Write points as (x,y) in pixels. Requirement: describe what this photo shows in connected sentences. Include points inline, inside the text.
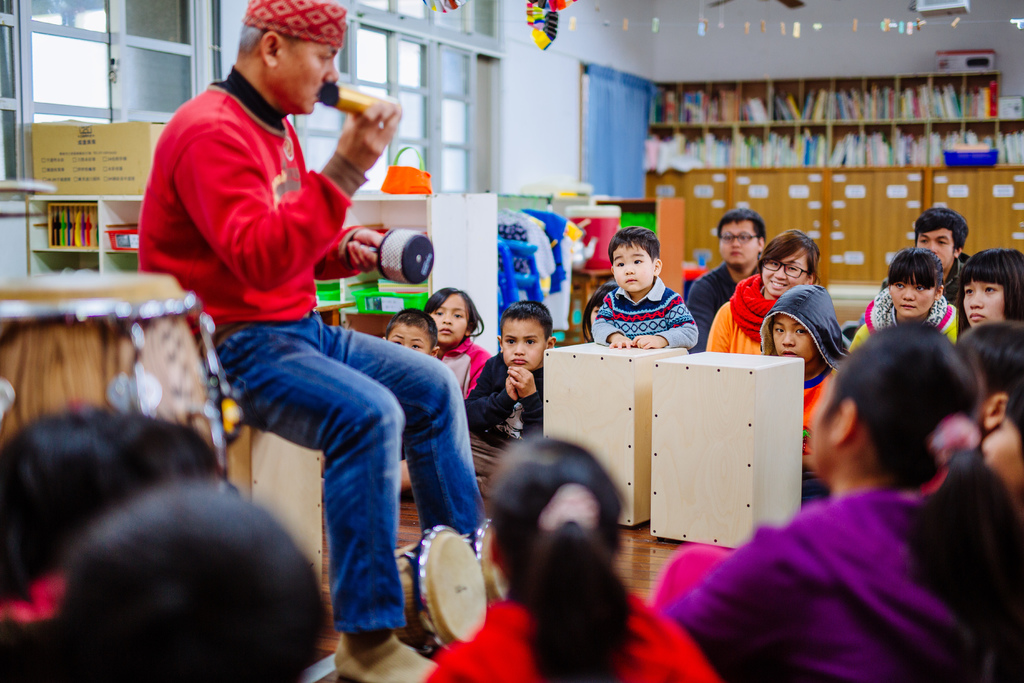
The image is inside the room (236,574). In the image on left side (235,317) there is a man (253,349) sitting and holding something on his hand (379,145) and there are group of people (492,358) around him, in background (445,227) there is a table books (1018,161) on shelf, curtains (605,167), windows (439,147).
